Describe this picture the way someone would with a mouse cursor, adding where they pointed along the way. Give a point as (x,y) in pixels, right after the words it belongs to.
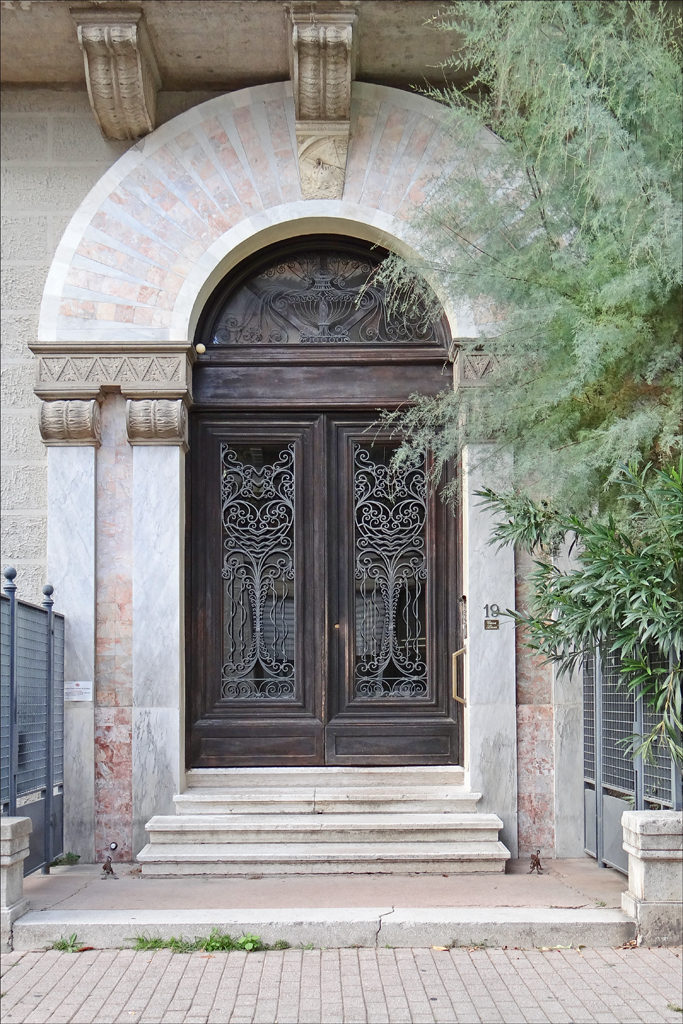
In the center of the image (274,438) there is a door (302,632) and stairs (245,846). On the right side of the image (549,287) we can see tree (575,402) and fencing (600,752). On the left side of the image (22,746) there is fencing (4,747). At the bottom (152,945) we can see ground (337,1010).
